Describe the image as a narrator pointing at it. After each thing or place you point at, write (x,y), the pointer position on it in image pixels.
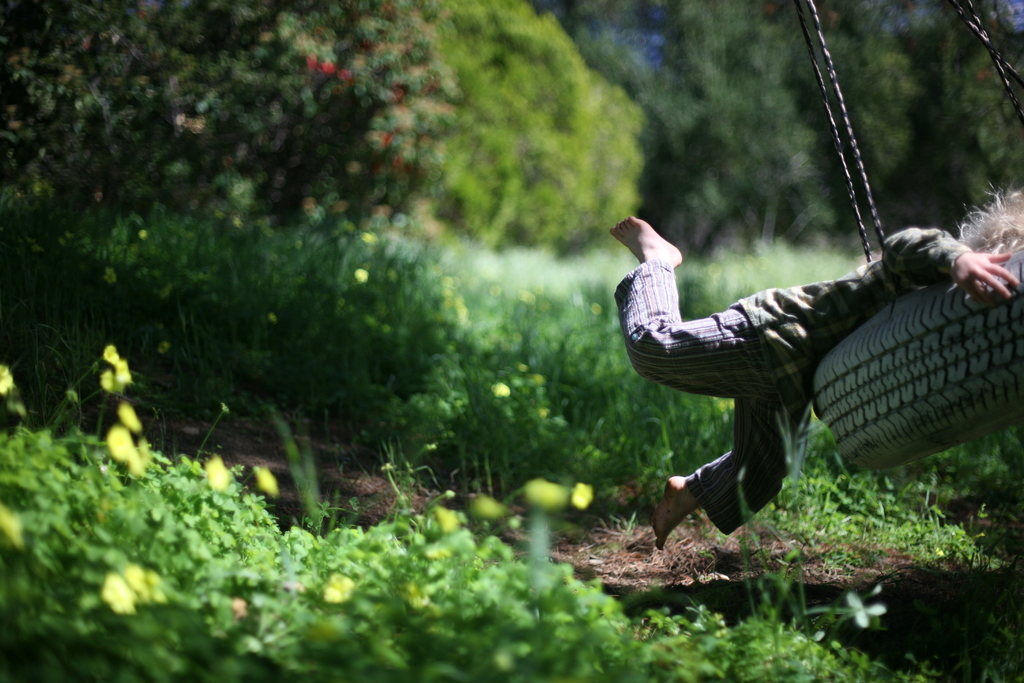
On the right side of the image (783,307) a person (815,322), wheel (886,335) and rope (860,229) are there. At the bottom of the image (419,576) we can see some plants (307,538), flowers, ground (834,575) are present. At the top of the image (457,116) trees (395,170) are there.
